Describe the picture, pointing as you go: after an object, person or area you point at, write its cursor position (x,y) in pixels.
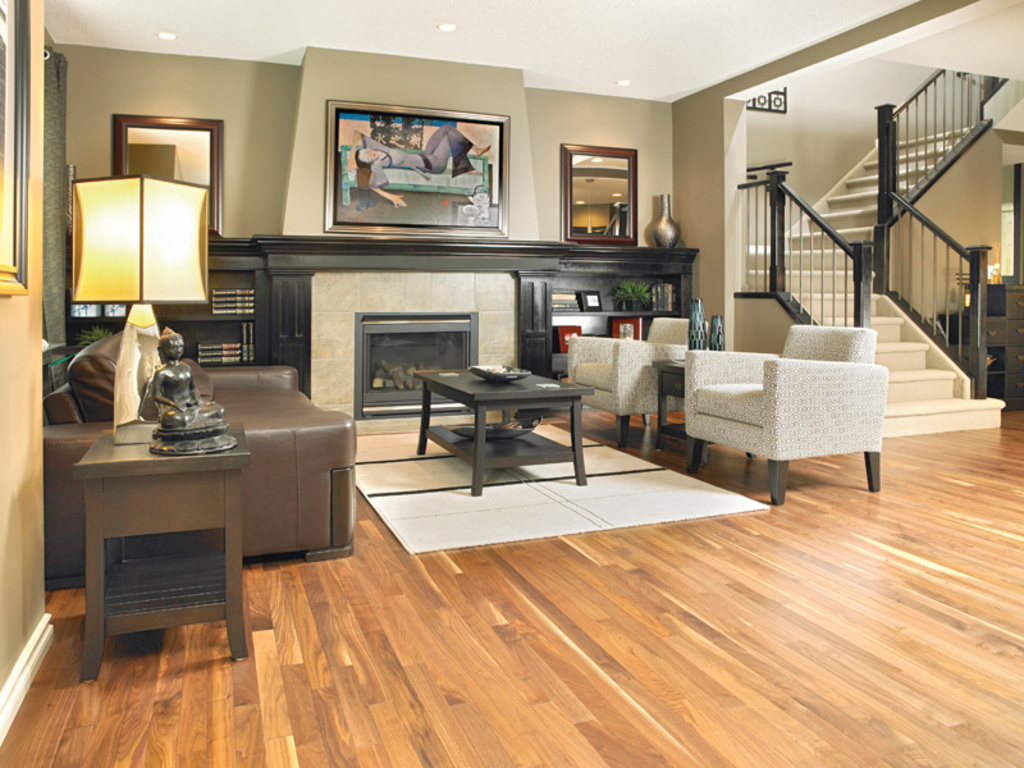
In the image we can see there is a living area (561,395) of a house (281,189) where we can see there are stairs (901,351), two chair (754,432) and one sofa (282,444) and on the wall (322,189) there are photo frames (347,189) and on table (230,429) there is a statue (194,425) of a person (175,378).
